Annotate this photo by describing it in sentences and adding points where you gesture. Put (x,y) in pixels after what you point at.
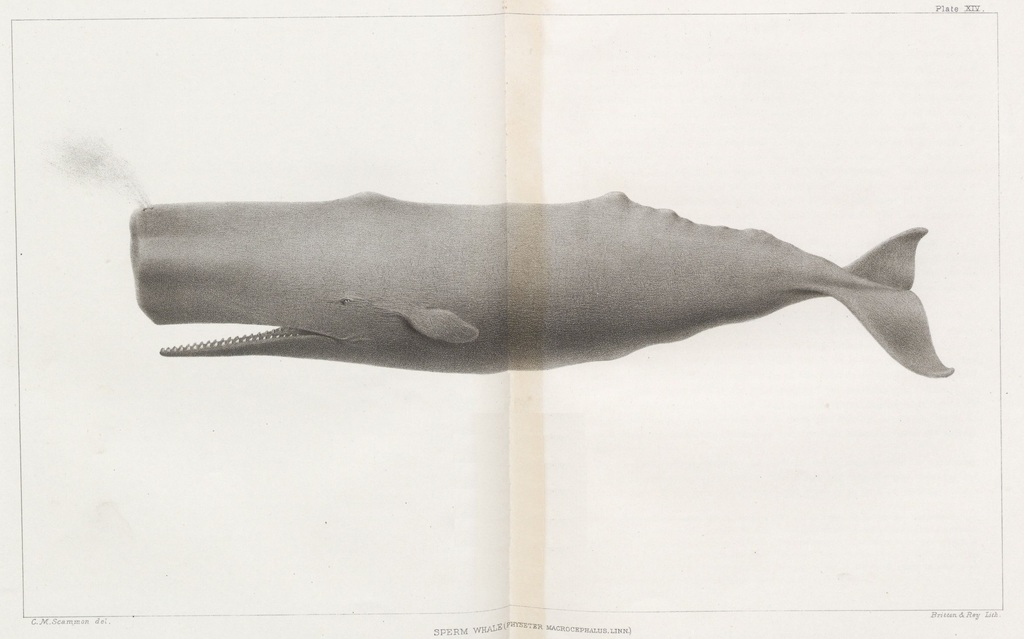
This is a black and white image. In this image, we can see picture (515,293) of a whale (728,238) which might be placed on the paper (450,140).
